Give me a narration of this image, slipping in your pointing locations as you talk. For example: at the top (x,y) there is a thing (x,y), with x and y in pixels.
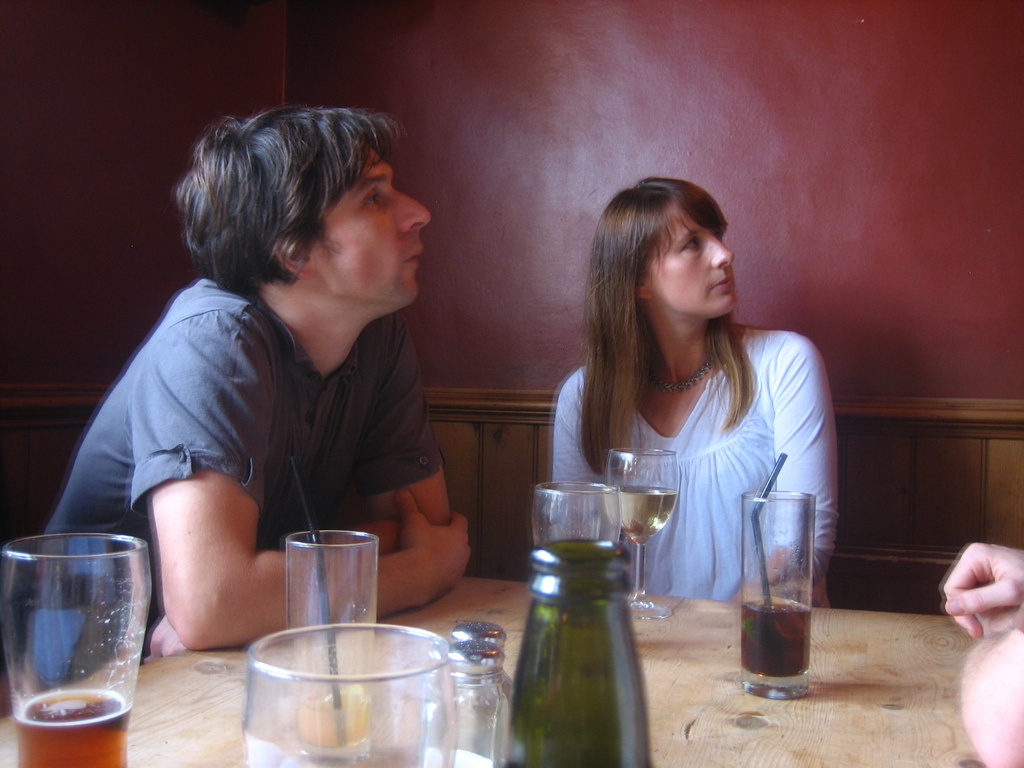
On the background (618,106) we can see wall (556,87). we can see a women (670,326) and a man (400,353) sitting on chairs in front of a table (650,665) and on the table (655,653) we can see bottles (581,642), drinking glasses (364,598) with liquids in it. At the right side of the picture (985,590) we can see partial part of human's hand (1000,598).
